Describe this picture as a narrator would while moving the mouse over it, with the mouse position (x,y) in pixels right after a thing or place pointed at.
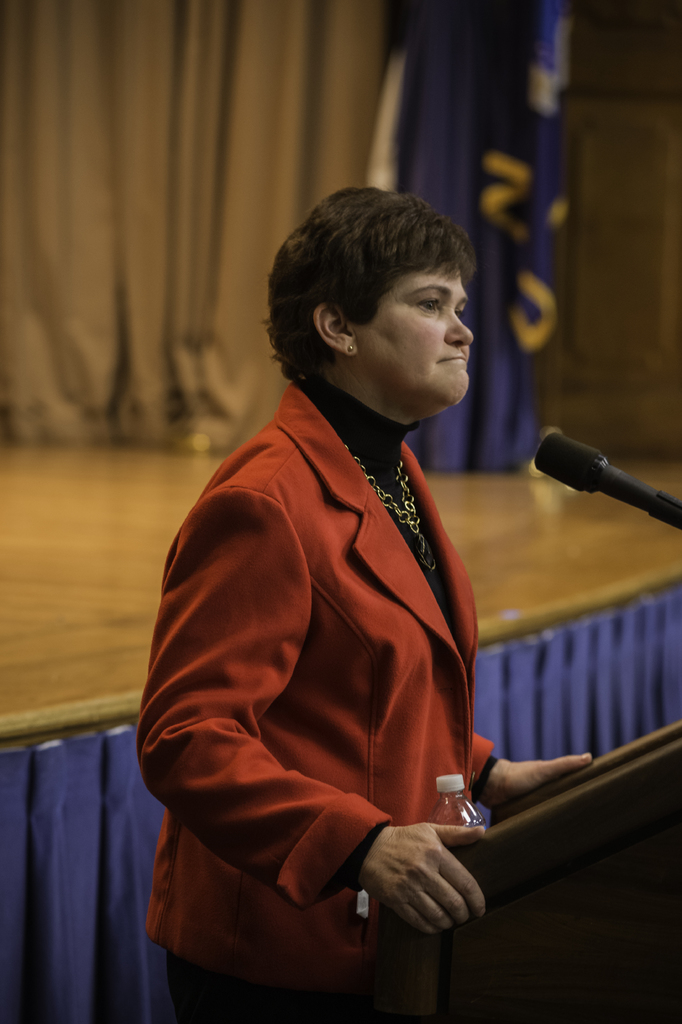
In the picture we can see a woman (236,775) standing near the desk (664,961), on the desk (476,1020), we can see a microphone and woman (324,385) is with a red color blazer (293,770) and short hair cut (289,369) and talking something and behind her we can see a wooden stage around it we can see a curtain (638,632) and on the top of it we can see blue color and cream color curtains (130,194).
